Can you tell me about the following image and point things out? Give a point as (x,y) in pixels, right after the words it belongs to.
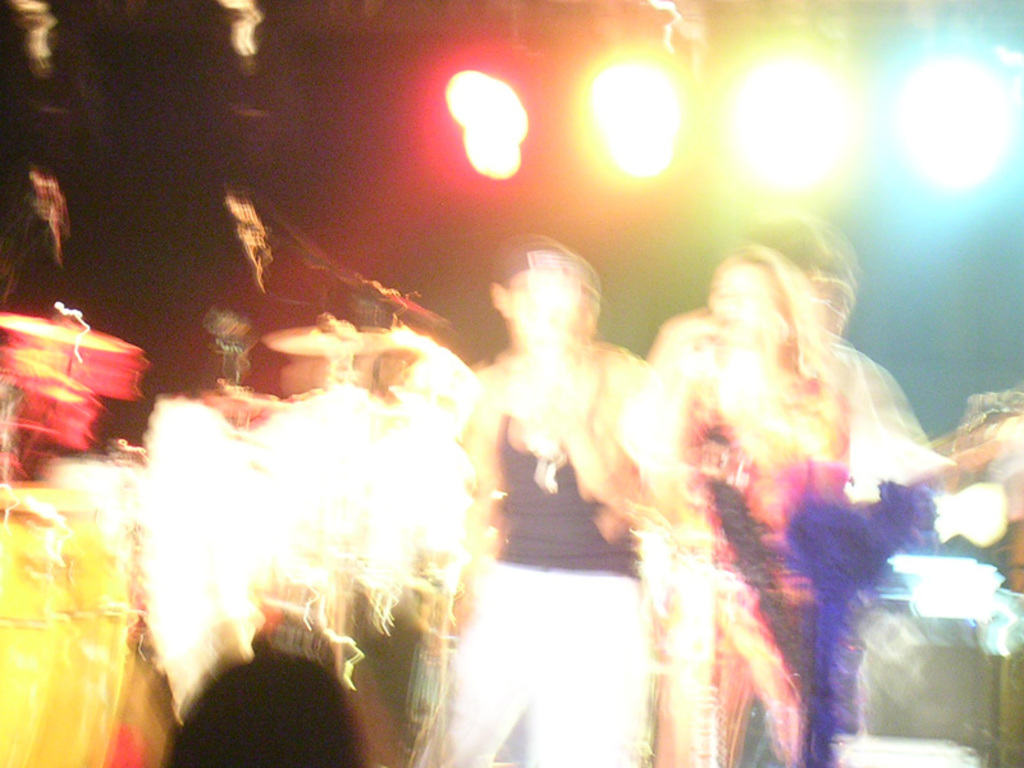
It is a blur image. In this image, we can see few people (269,721) and musical instruments (15,745). Top of the image (672,197), we can see colorful lights (513,140).
